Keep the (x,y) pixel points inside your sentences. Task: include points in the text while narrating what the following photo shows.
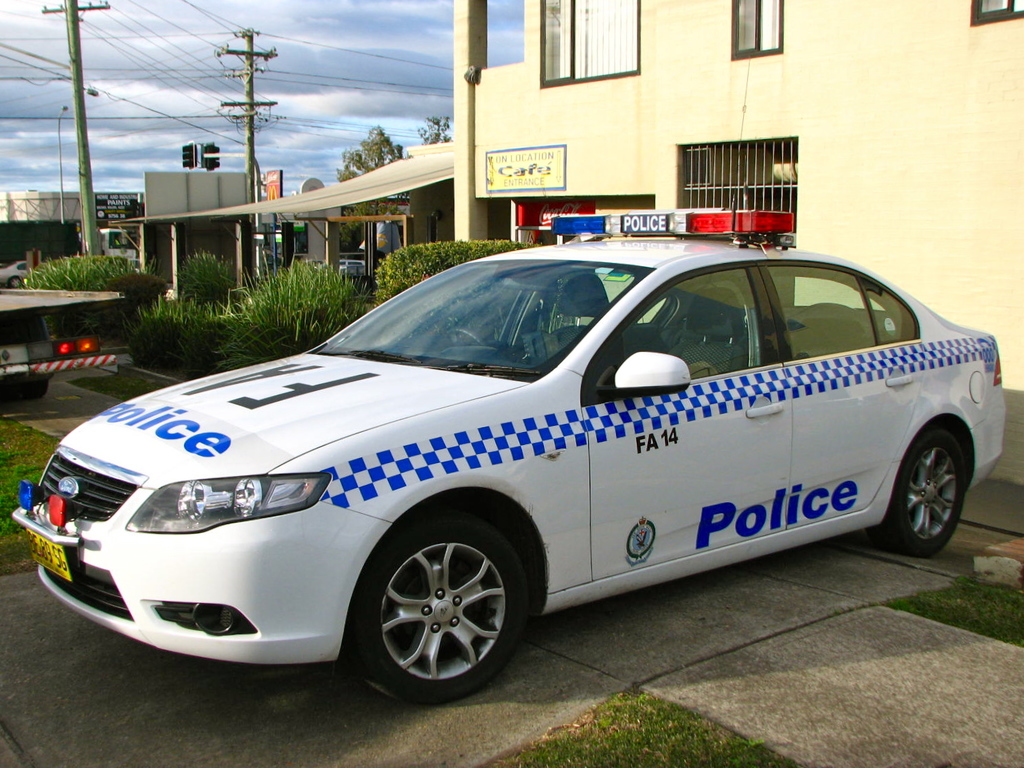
In this image we can see vehicles (508,437), grass (688,748), plants (320,314), boards (491,180), poles (371,237), trees (393,153), and buildings (650,194). In the background (91,22) there is sky (317,101) with clouds (317,101).
